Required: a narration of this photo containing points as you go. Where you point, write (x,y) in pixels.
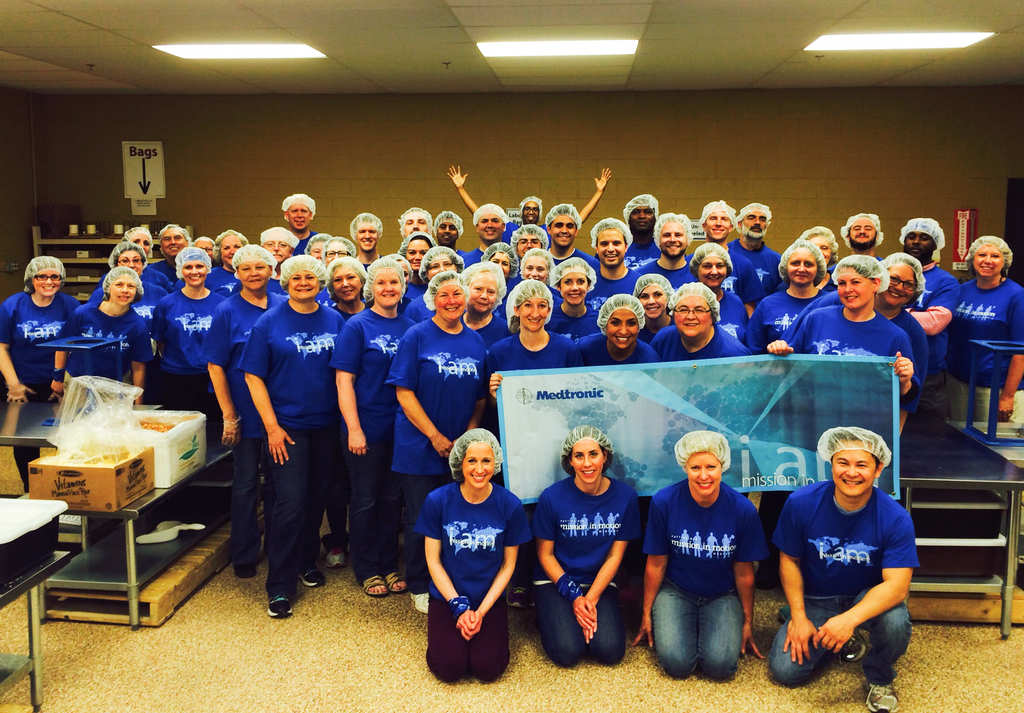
There are many people (531,298) wearing blue t shirt (442,342) and cap (499,298) are standing. Some are holding a banner (788,406). And four (801,506) are sitting in the front (508,552). there is a table (160,503). Above the table (142,507) there are two boxes (70,480). Below the table (202,540) there is a dust pan (169,528). In the back (413,139) there's a wall (729,137). In the ceiling (631,63) there are lights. There is a sign board (147,165).
